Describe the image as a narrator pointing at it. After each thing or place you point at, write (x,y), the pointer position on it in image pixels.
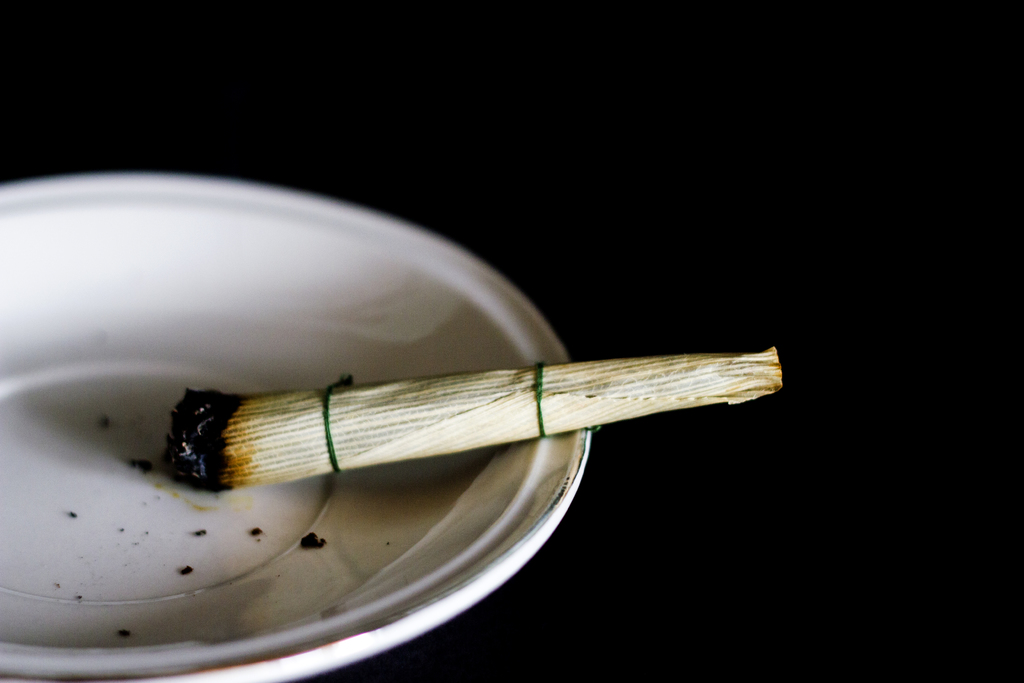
In this image there is like a cigarette (329,430) placed in a bowl (37,390). The background (901,581) is dark.
